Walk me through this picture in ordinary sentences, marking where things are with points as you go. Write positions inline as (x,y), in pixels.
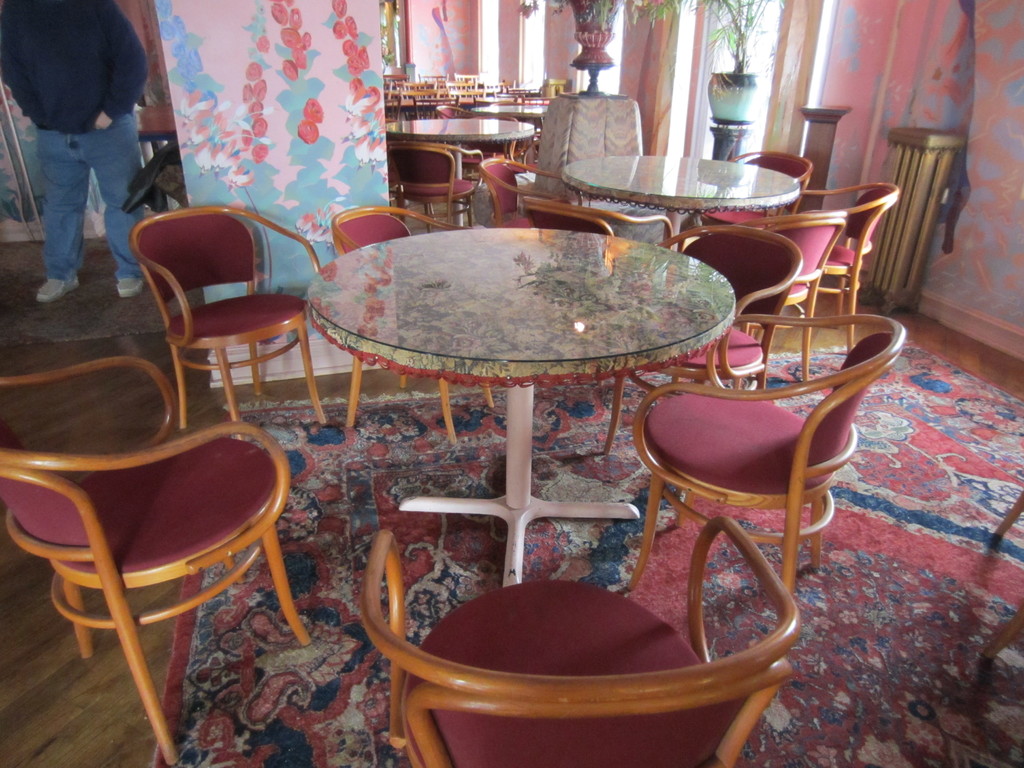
In this picture there are dining tables (592,292) and surrounded by it and there is flower carpet (898,582) on the floor (898,490), it seems to be of a dining area (731,199) and there are plant pots (729,98) are right side (738,111) corner and there is a guy (72,64) stood with black t-shirt (75,88) at left side (119,160) corner. In middle of the room (275,121) there is pillar (297,91) with flower painting (304,96) on it.
